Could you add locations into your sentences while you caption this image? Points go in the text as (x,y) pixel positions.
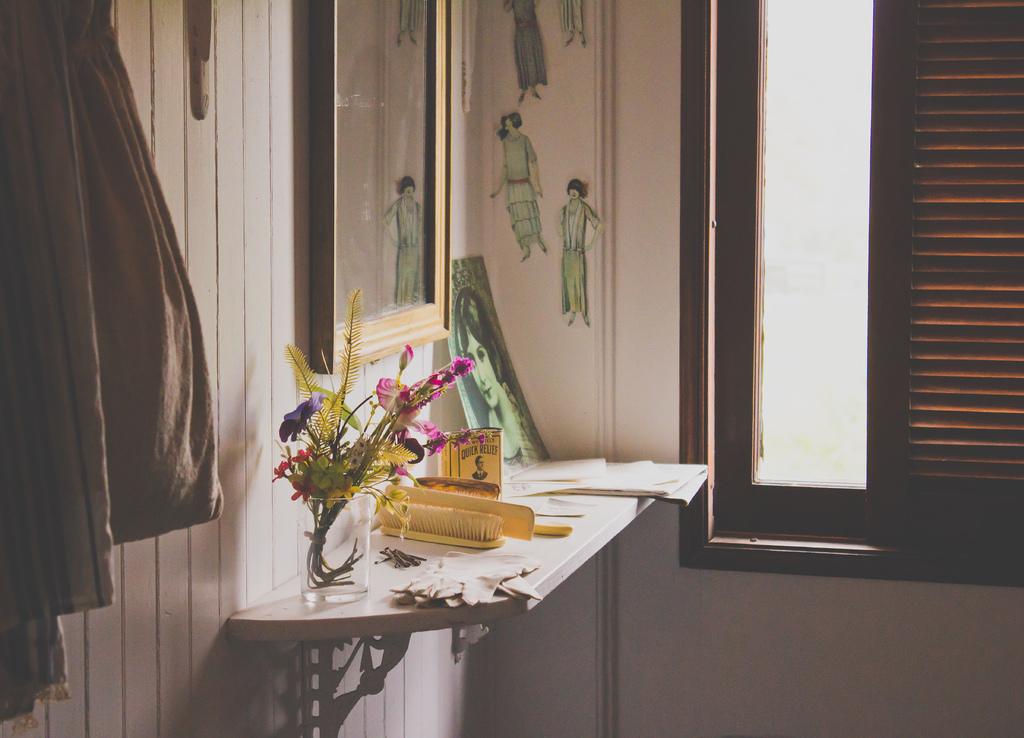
In this room (655,388) there is a window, mirror (325,288), posters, table stand (361,627), flower vase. comb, brush (481,524) and dresses (108,298) hanging on the wall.
